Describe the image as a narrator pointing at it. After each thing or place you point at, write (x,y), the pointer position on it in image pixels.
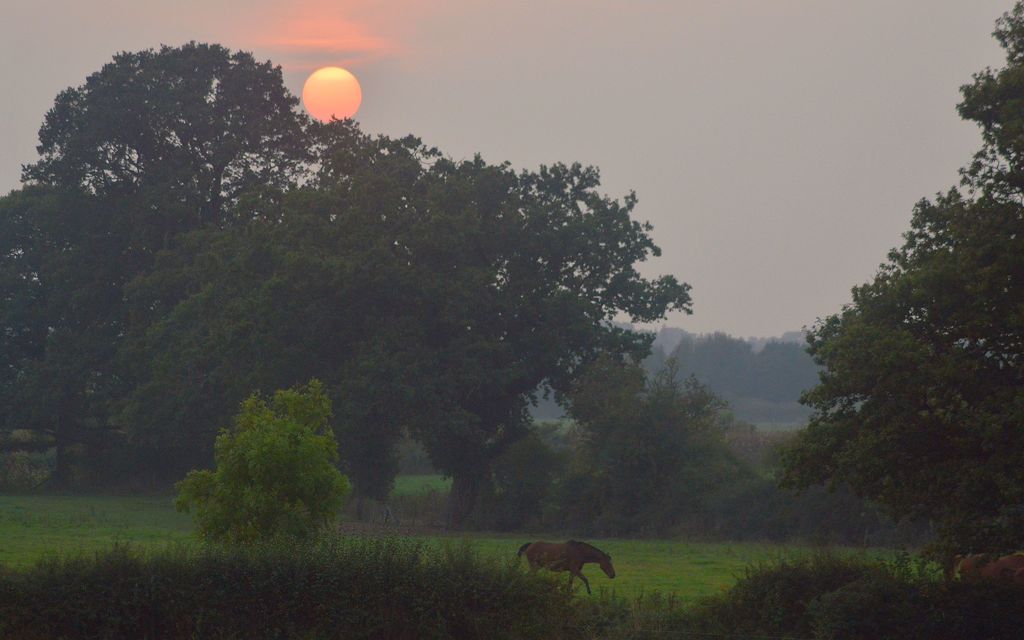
This image is taken during the sunrise. At the bottom (630,588) there are small plants (457,573) and grass (151,513). In the background (496,307) there are trees (658,297). At the top (772,70) there is the sky (725,107). There is the horse (583,548) walking on the ground (666,548).
